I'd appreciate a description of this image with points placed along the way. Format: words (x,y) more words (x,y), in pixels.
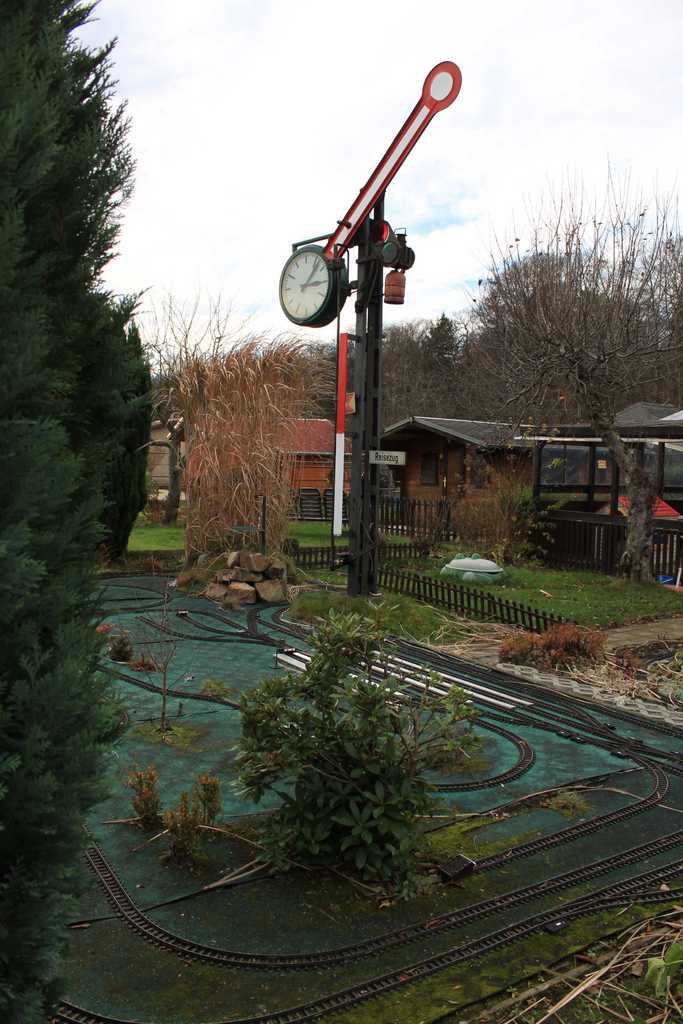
In the picture we can see the surface (97,811) with some mini railway tracks (580,737) and in the middle of it, we can see a plant (376,866) and behind it, we can see the pole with a clock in it and behind it, we can see a grass surface (468,546) and behind it we can see some houses (306,424) and behind it we can see some trees (521,398) and the sky (165,335) with clouds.
